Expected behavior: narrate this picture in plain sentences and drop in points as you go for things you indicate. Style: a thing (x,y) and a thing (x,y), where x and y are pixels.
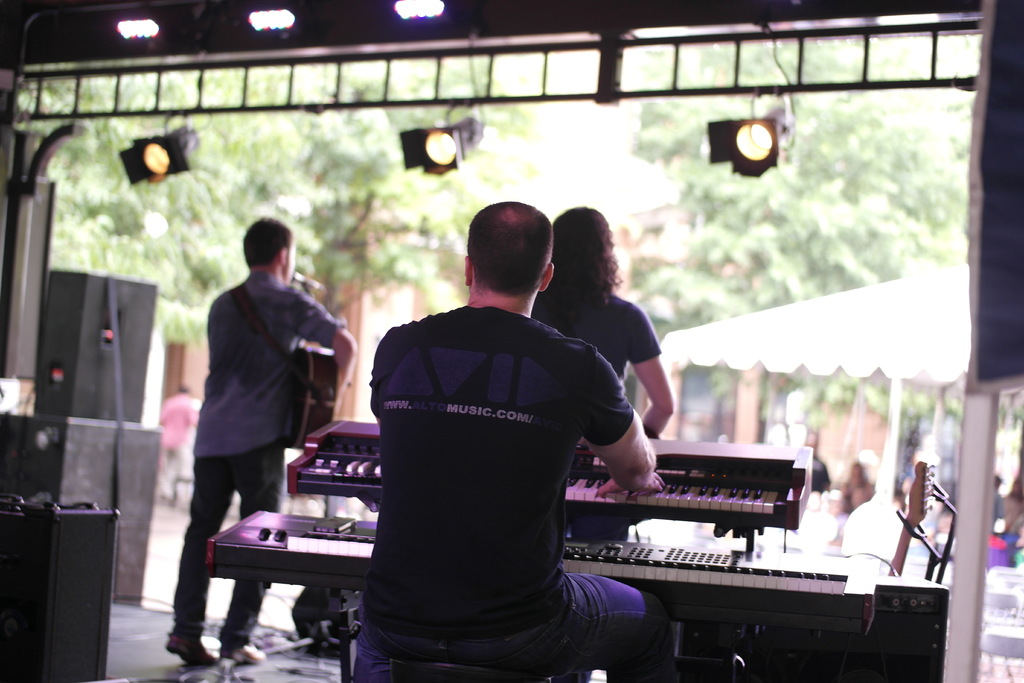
In this image there are three person (464,323) on the stage (198,667). In front (438,604) the person (450,588) is playing the piano (698,487). On the left side (260,387) the person (262,401) is holding the guitar (318,388). At the back side (268,197) we can see trees (329,141).
